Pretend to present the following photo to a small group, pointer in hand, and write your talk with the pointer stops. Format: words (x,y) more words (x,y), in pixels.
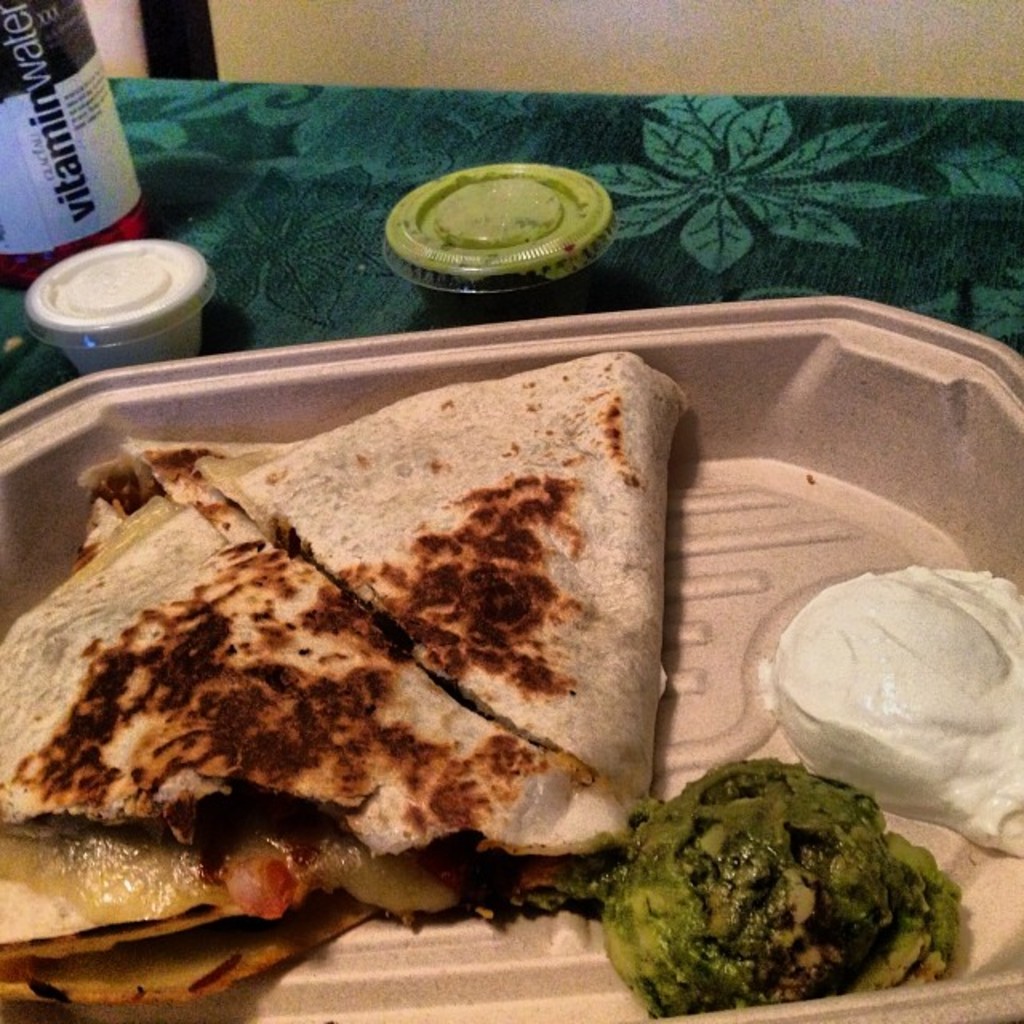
In this image I can see few food items (431,788) in the plate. The plate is placed on the table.
